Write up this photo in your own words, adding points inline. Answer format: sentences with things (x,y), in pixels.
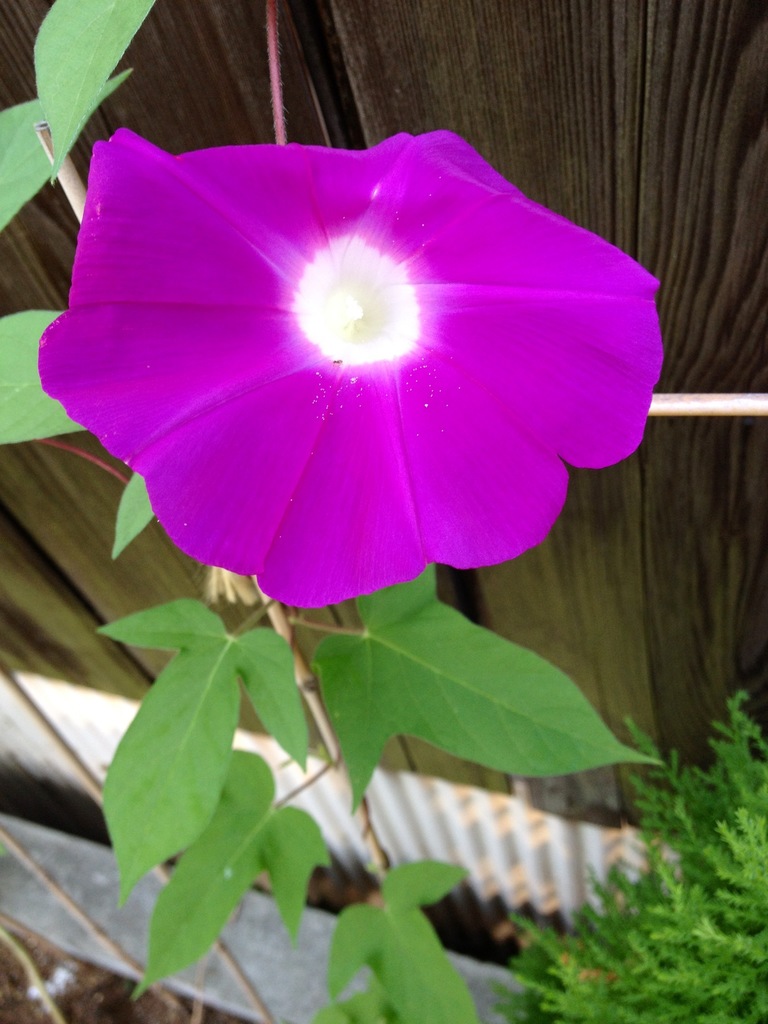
In the center of the image (319,430) we can see a flower (231,343), which is in purple color. At the bottom (383,907) there are plants (258,825) and leaves (138,780). In the background (727,582) there is a fence (755,133).
